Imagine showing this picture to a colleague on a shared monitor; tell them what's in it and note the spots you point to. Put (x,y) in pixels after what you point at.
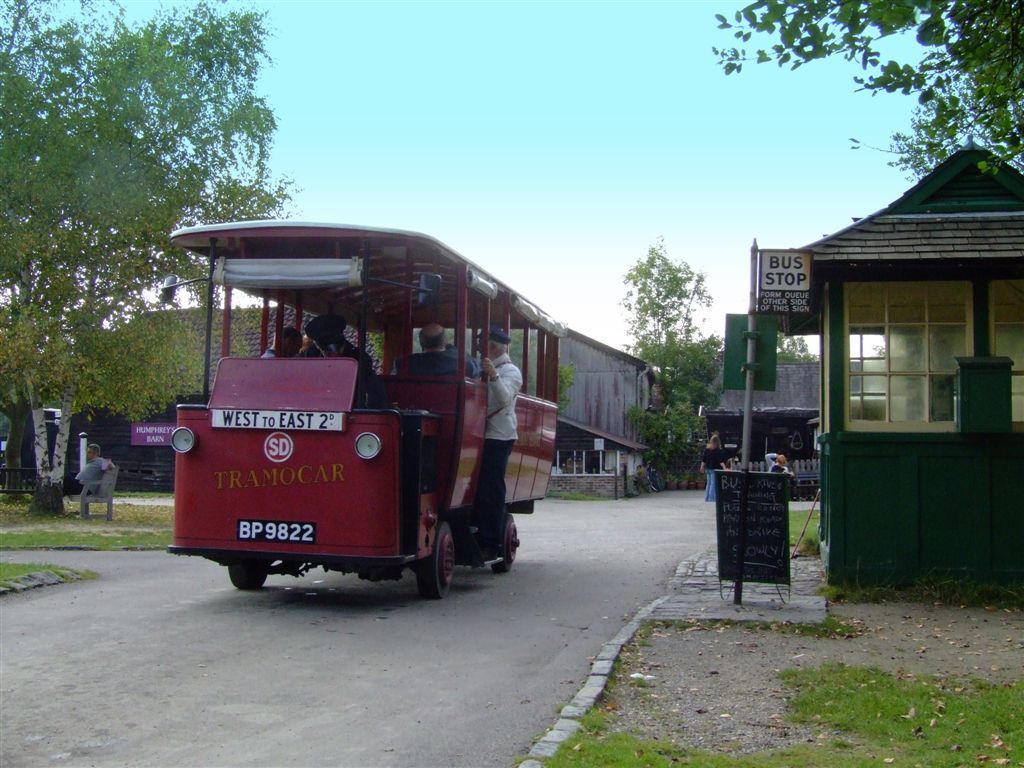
In this image we can see a maroon color vehicle (374,305) in which we can see people (437,336) is moving on the road (169,715). Here we can see the boards (761,553), wooden house (882,524), grass (125,517), a person (81,475) sitting on the wooden chair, trees (170,192) and the blue color sky (454,101) in the background (650,114).
